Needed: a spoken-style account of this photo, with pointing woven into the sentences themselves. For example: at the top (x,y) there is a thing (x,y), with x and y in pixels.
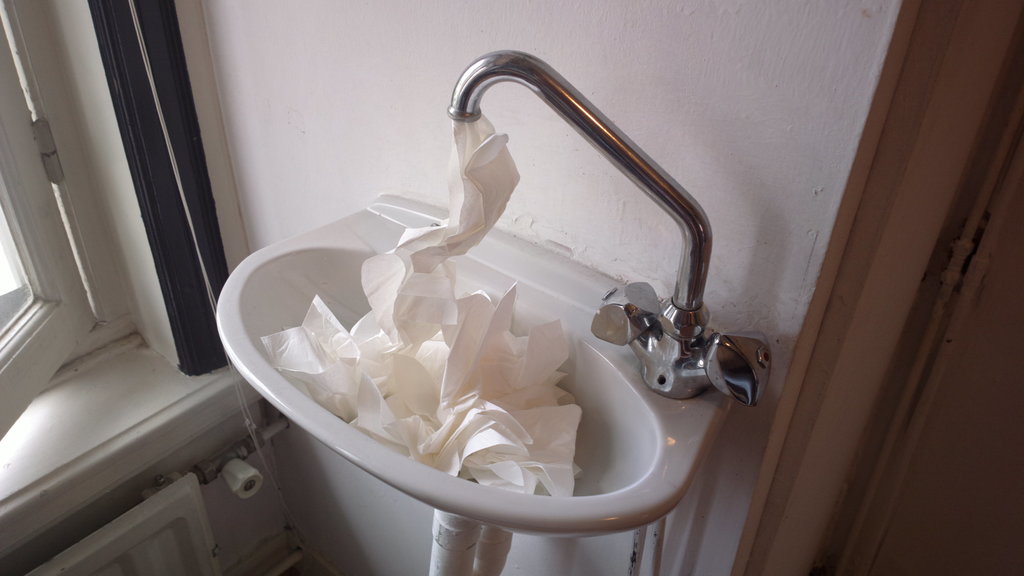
In the center of the image (613,311) there is a sink (610,370) and we can see tissues (462,391). On the right (916,432) there is a door (936,393). On the left (140,327) we can see a window (41,306). In the background (283,69) there is a wall (478,34).
